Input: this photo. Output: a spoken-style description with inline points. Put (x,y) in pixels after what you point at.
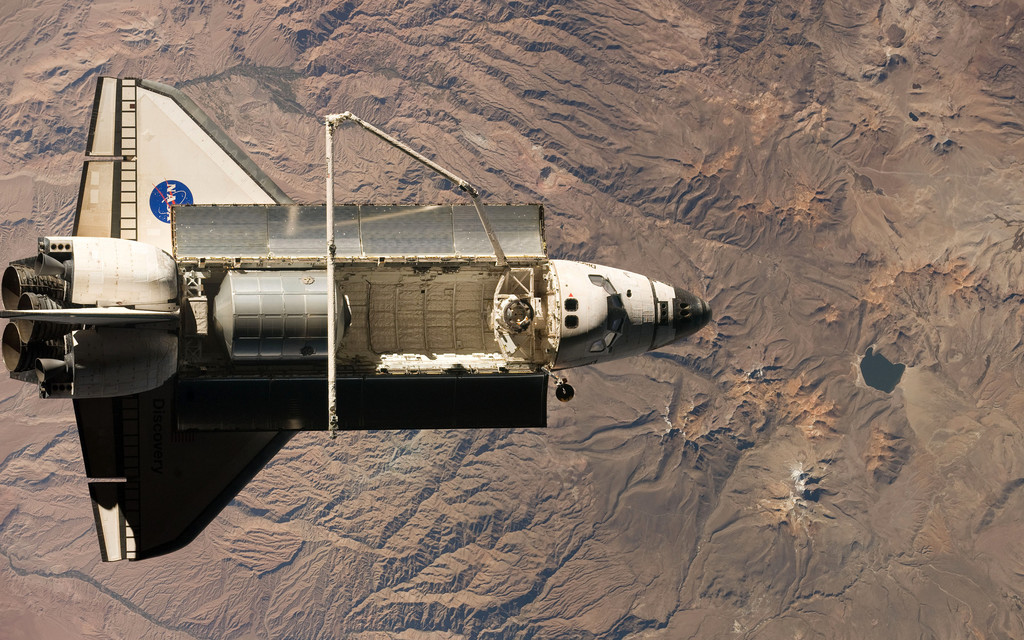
In the foreground of this picture (429,399), there is a rocket (354,393) moving in the air and in the background (727,277), we can see the earth surface (405,188).
